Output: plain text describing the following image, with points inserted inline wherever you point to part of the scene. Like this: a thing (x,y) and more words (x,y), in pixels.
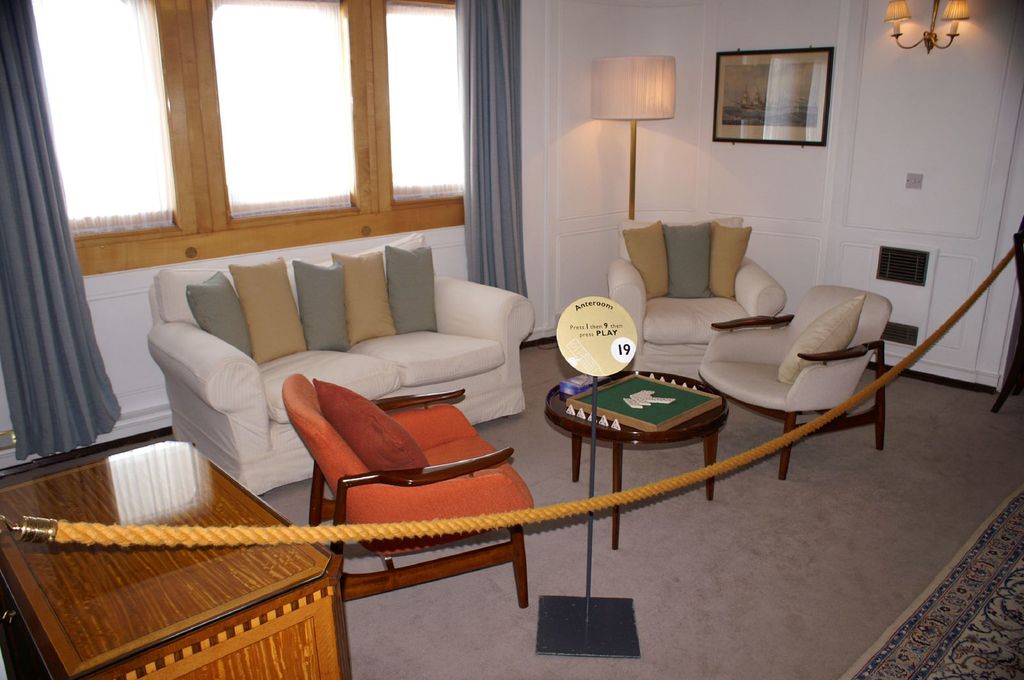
there is a yellow rope (739,465). behind that there are sofa (396,356) and a table (636,428). behind that there are windows (136,191) which grey curtains (64,202) are present. at the right (747,111) there is a photo frame (745,113) and a lamp (641,94).
